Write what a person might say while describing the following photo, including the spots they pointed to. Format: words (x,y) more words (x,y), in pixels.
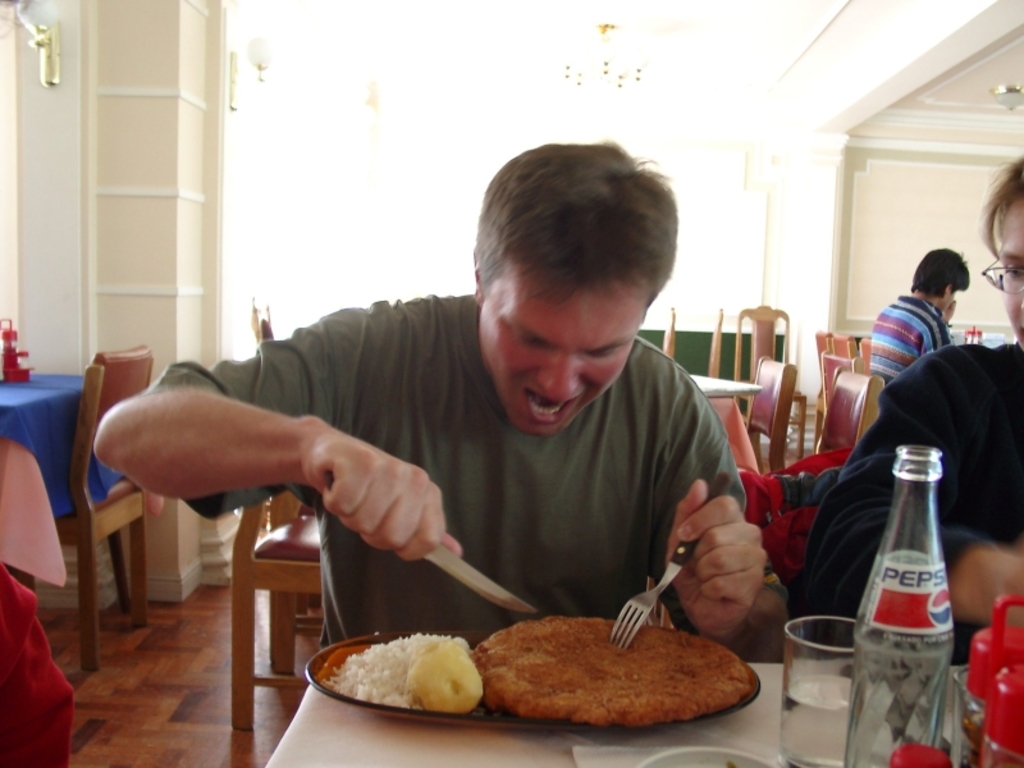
In this image I can see people (682,578) sitting and these people (749,586) are sitting in front of the table (559,745). On the table (571,739) there is a plate (596,725) with food (603,705), bottle (904,630) and the glass (800,724).
